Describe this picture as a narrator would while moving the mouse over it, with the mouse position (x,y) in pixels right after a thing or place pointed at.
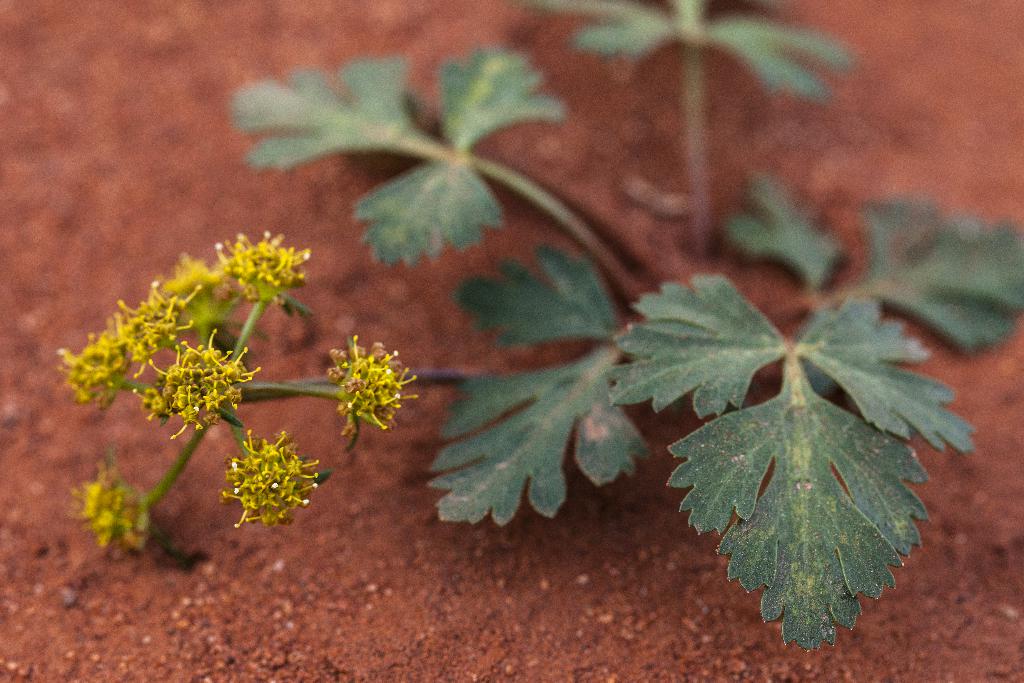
In this image we can see small plants (261,256) on the ground (377,268).
